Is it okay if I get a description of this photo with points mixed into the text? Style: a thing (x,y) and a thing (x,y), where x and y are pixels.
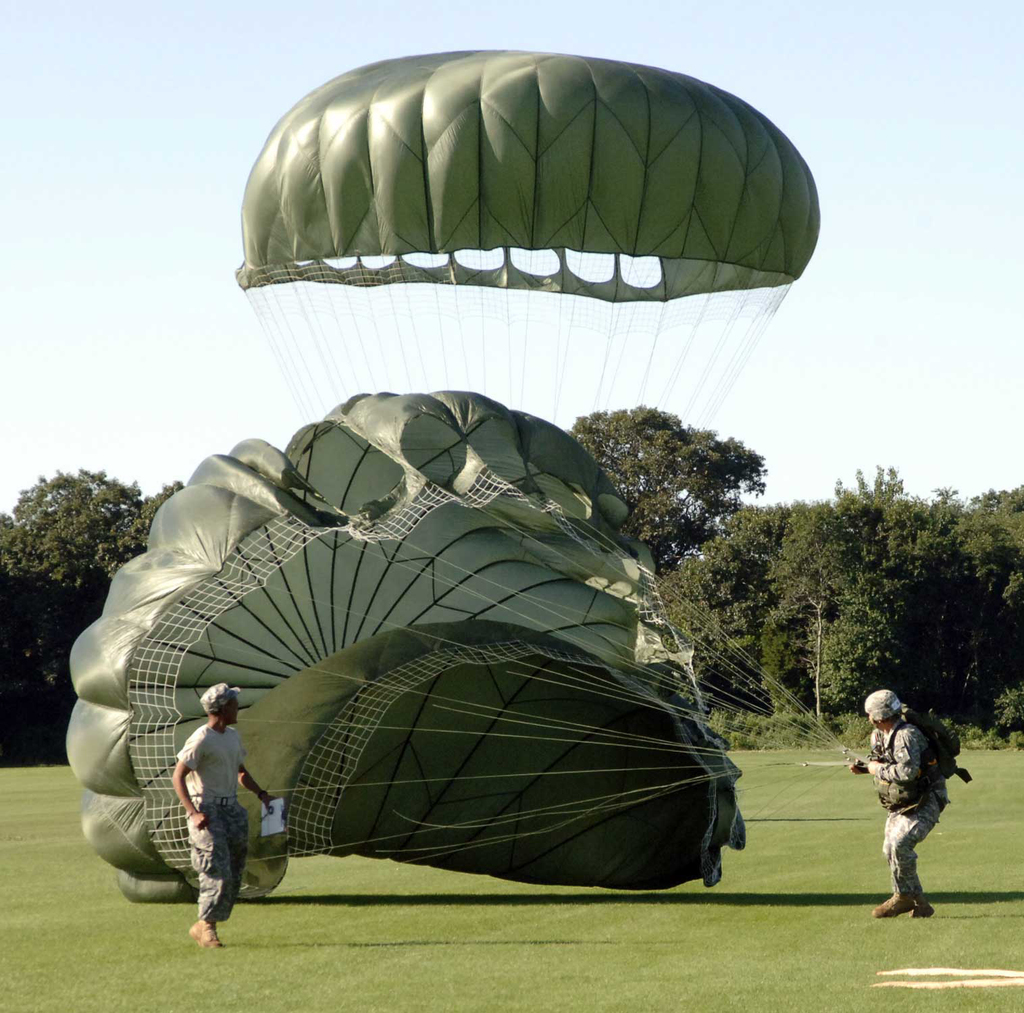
In the picture I can see a person (918,780) wearing a dress (894,792), cap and shoes (903,909) is carrying a backpack (932,732) and holding the ropes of the parachute (532,520) and this person (908,743) is walking on the grass (303,937). In the background (1005,554), I can see trees (50,684) and the sky (85,444).
